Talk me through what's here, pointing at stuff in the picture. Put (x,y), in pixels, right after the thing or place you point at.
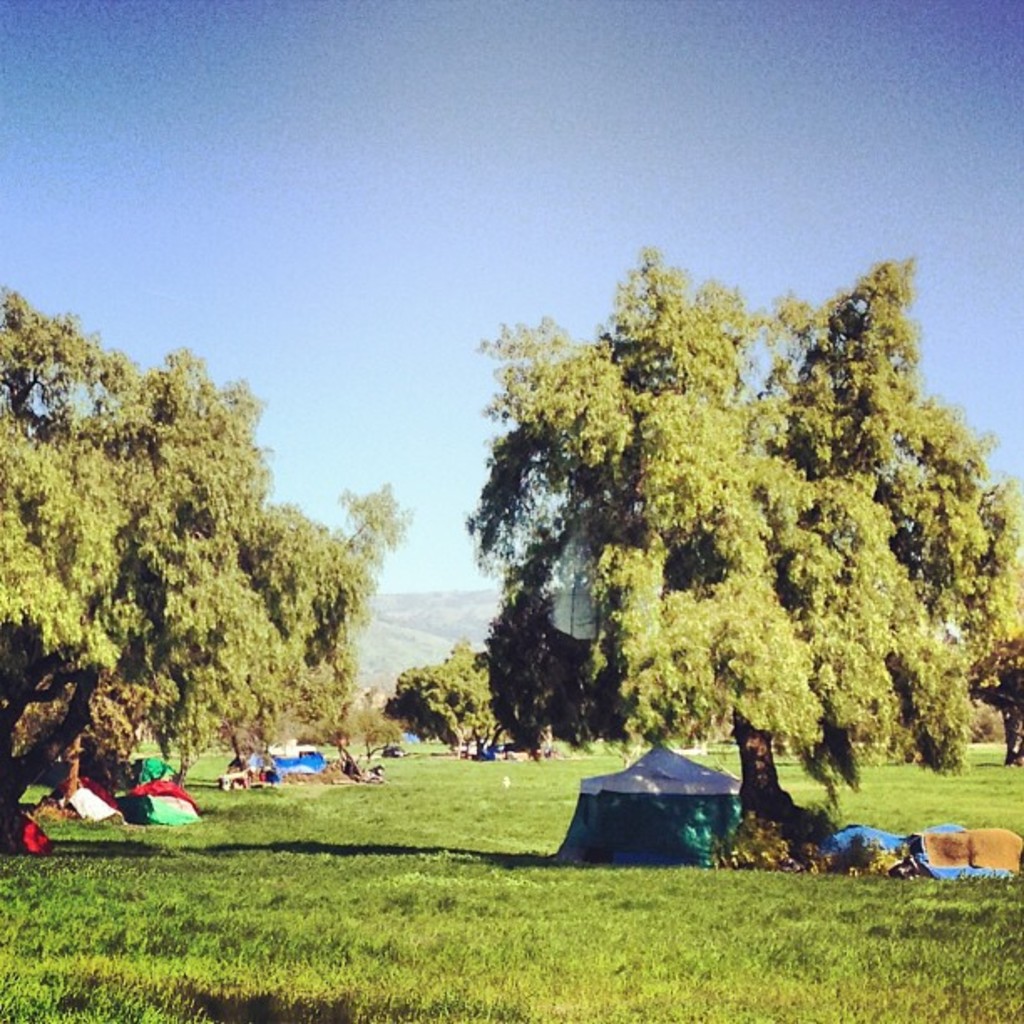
In this image, we can see trees (607,721), tents (598,820) and in the background (452,618), there is a hill (487,615).
